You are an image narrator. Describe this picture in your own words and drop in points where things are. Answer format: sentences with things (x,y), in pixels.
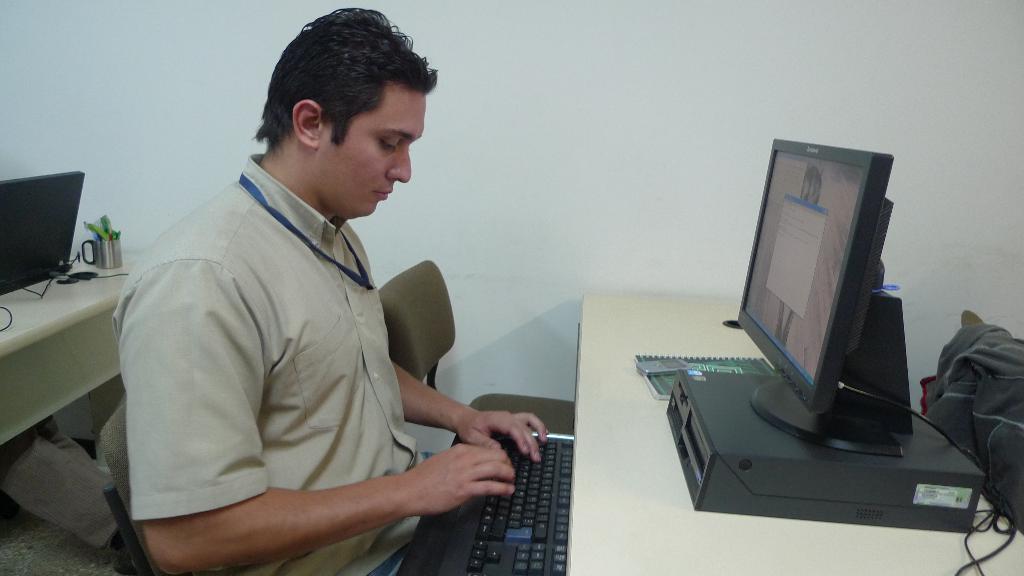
A man (366,84) is working with a desktop (830,230).
